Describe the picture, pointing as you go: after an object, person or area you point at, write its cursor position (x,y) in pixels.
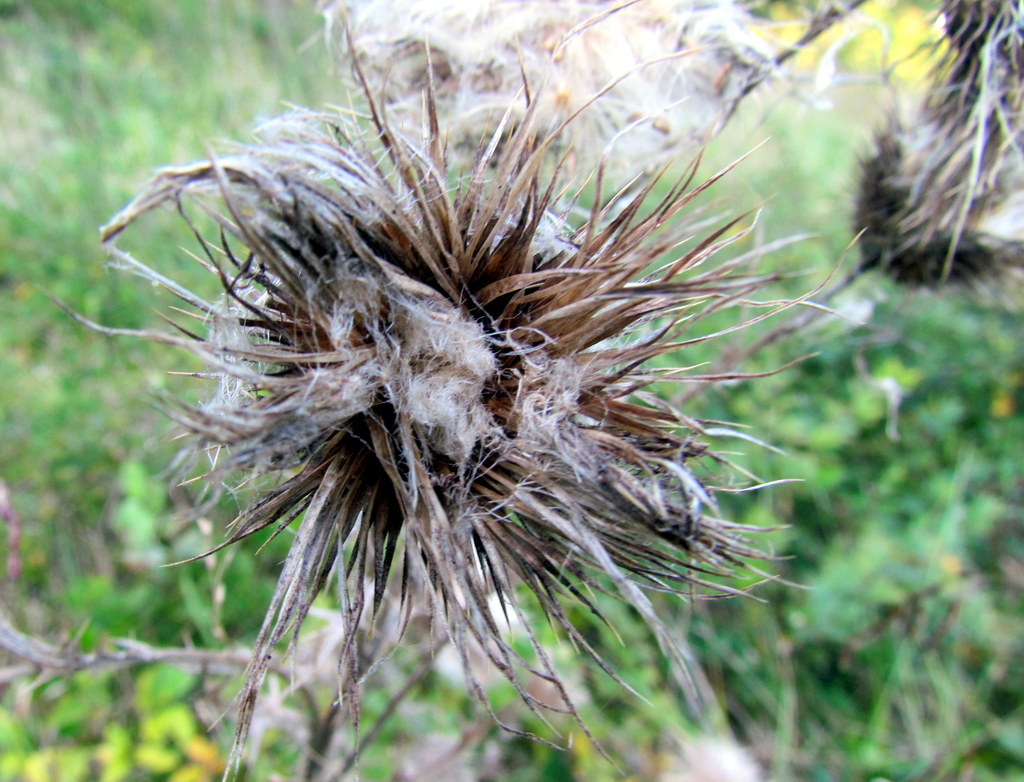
In the picture I can see a flower plant (284,470). The background of the image (79,116) is blurred, where we can see a few more plants (872,378).
